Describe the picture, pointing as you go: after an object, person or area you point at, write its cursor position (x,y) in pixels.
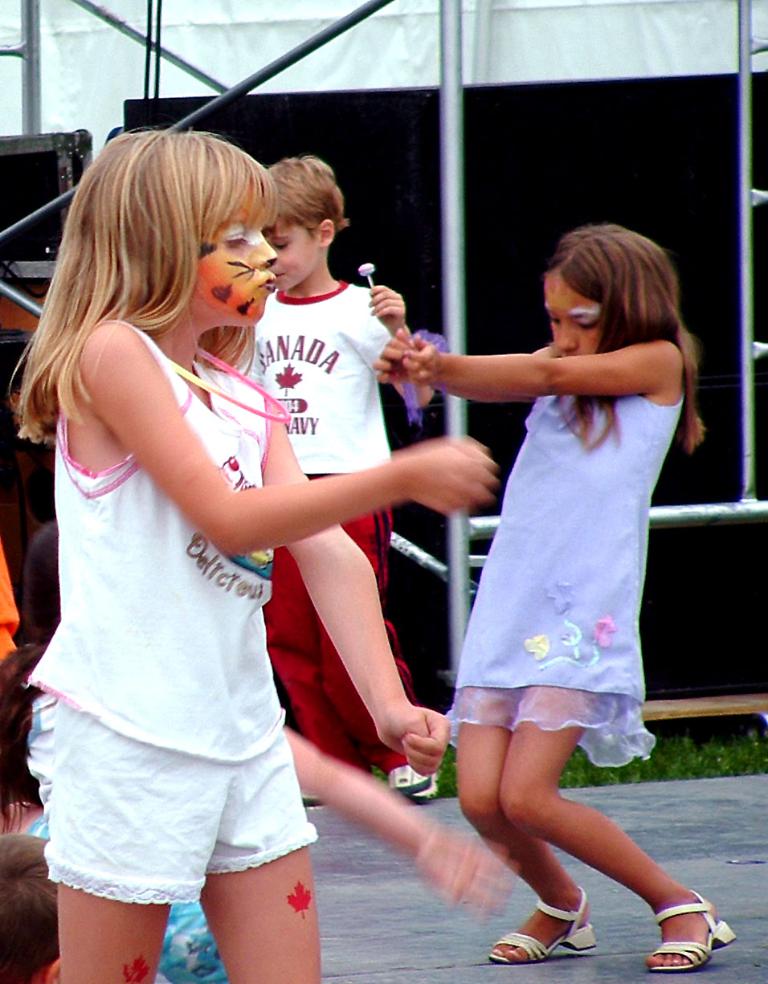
This image is taken outdoors. At the bottom of the image (410,931) there is a floor (730,809). In the background (747,458) there is a speaker box (68,142) and iron bars (179,62). In the middle of the image (366,394) a few kids (364,400) are playing on the floor (677,842).
